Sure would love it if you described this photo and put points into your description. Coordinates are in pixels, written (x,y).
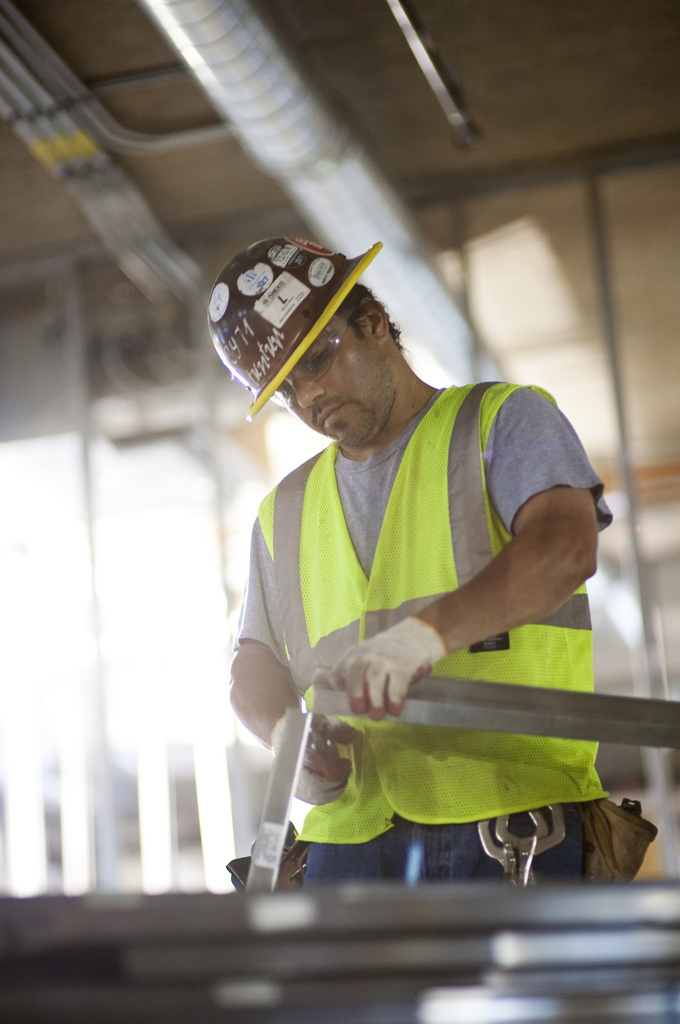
In the image there is a man (351,524) doing metal work and the background of the man (336,524) is blur.
